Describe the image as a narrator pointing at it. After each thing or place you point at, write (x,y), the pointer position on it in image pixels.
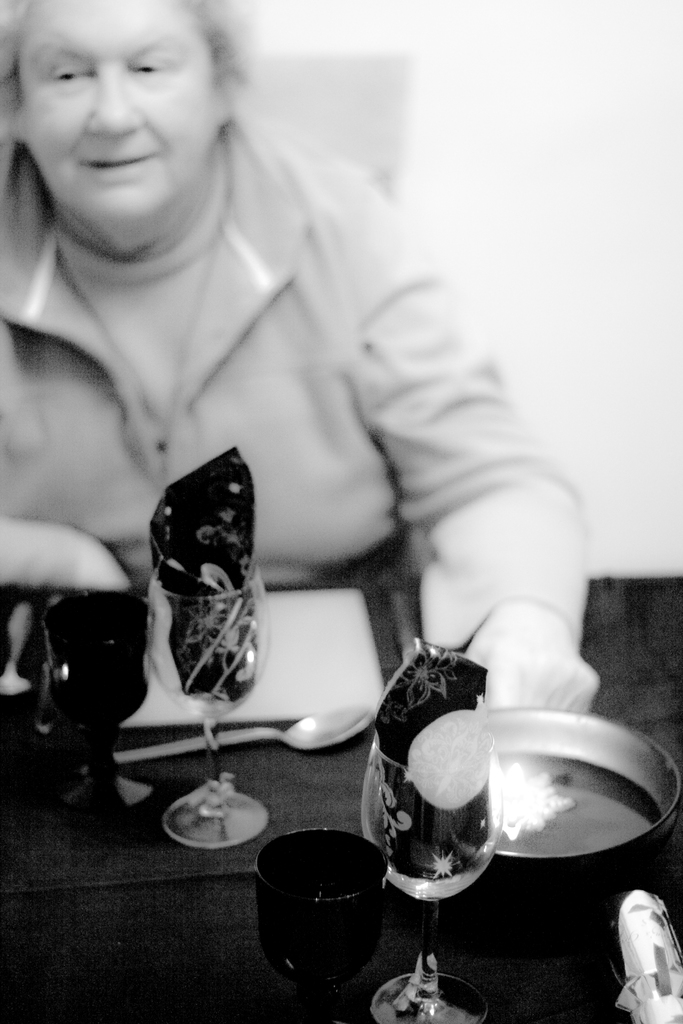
In this image we can see a woman (208,367) wearing jacket (290,375) sitting on chair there are some drinks (98,684), plate (351,701), spoon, tissues (395,746) on the table (388,923).
